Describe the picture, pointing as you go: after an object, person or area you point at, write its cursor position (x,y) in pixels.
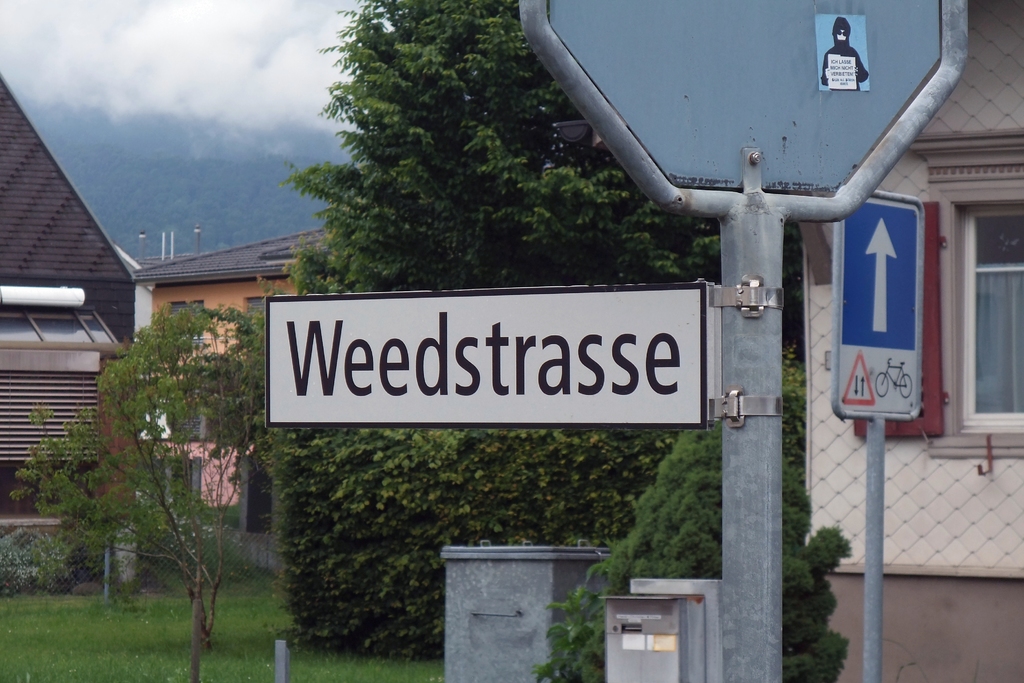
In this image there are sign boards (862,272), behind the sign boards (593,309), there are trees (228,419) and buildings (229,288) and there is grass (253,597) on the surface (217,622) and there are electrical boxes (529,602).
